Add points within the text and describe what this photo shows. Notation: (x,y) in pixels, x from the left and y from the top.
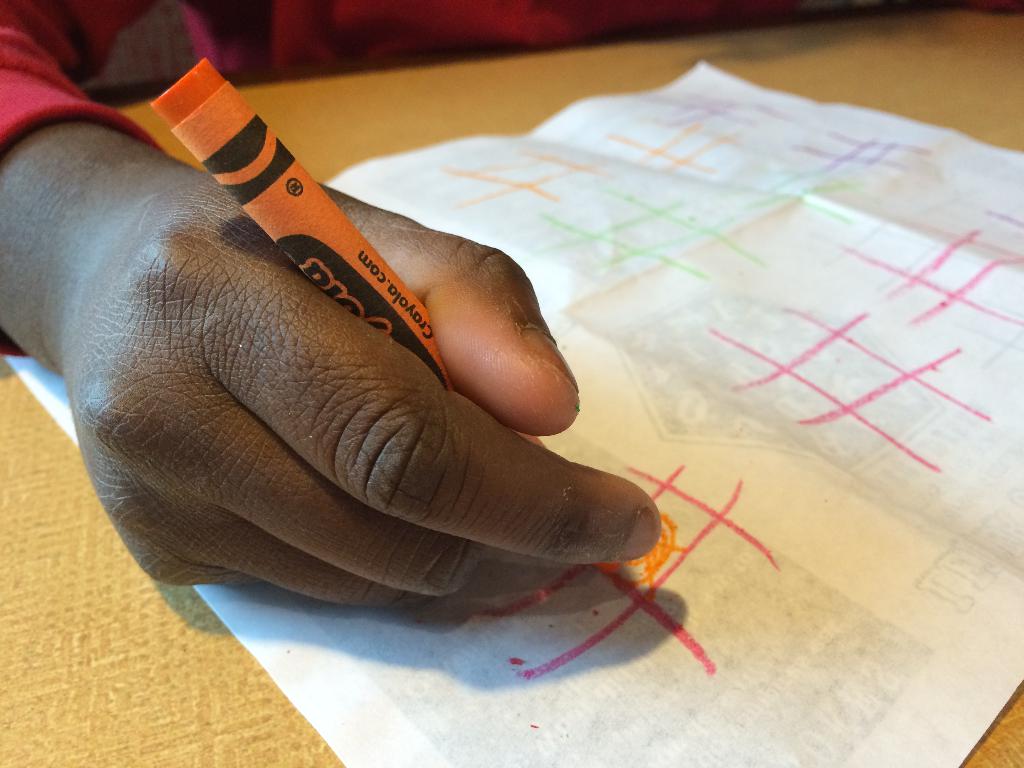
In this image there is one person (460,413) who is holding a crayon (353,299) and drawing something, in front of him there is one table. On the table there is one paper (519,568).
